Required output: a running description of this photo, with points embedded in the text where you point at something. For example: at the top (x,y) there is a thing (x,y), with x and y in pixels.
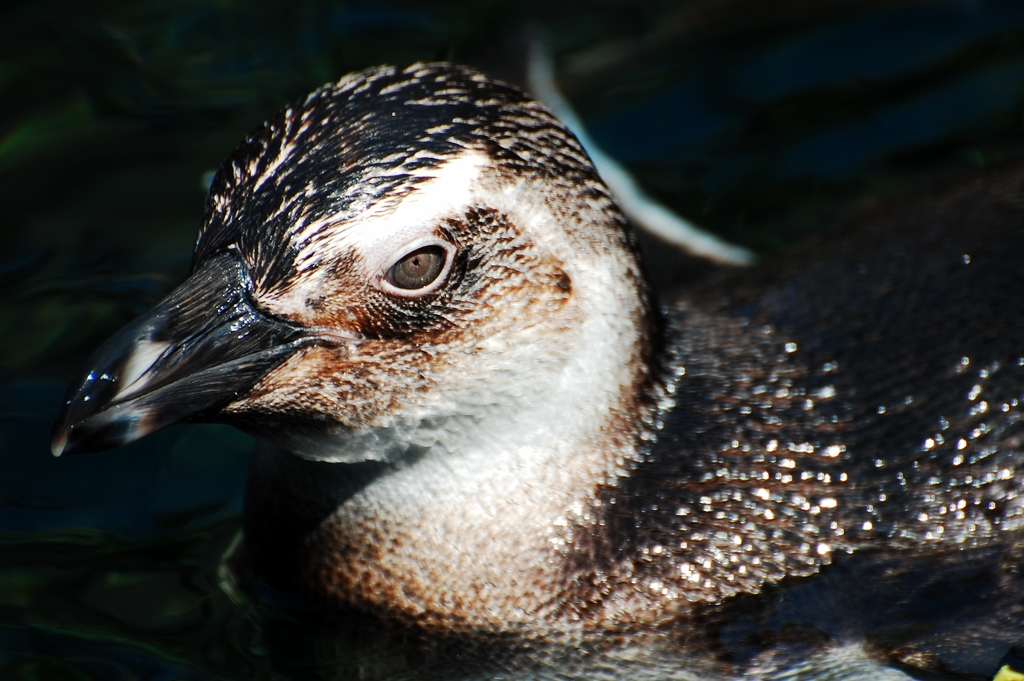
In the center of the image (450,252) we can see bird (541,452).
